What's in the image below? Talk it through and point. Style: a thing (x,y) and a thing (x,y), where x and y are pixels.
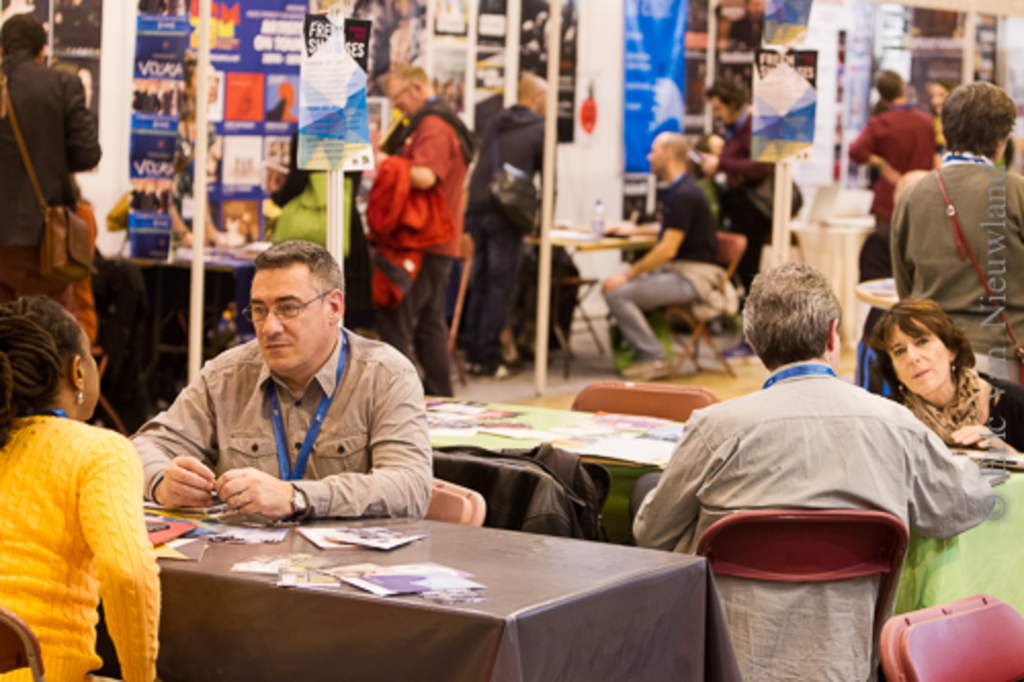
Different type of posters (747,51) on wall (816,64). Front this persons (805,373) are sitting on chairs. In-front of them there are tables (286,550), on this tables (624,482) there are papers (575,431). Far few persons (494,223) are standing and few persons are sitting on chair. This man (23,112) wore bag (57,232) and suit (57,197). A poster (348,94) is on pole (339,256).
